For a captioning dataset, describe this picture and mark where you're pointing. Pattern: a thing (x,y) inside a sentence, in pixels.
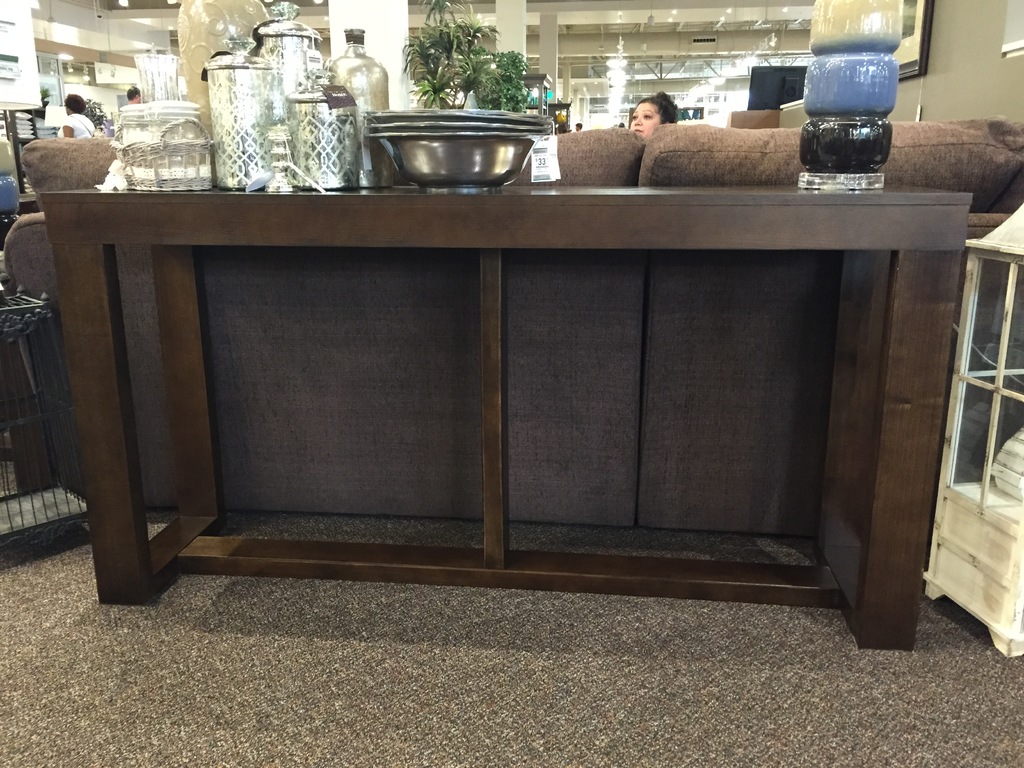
In the foreground of the picture (334,238) there is a table (182,207), on the table (821,231) there are bowls (440,134), jars (307,111), bottle (364,100) and other objects (862,128). On the left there is an object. In the center of the picture (368,259) there are couches (691,135), plants (468,83), people (648,111) and other objects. In the background (517,29) there are pillars (500,39) and lights (608,81).
